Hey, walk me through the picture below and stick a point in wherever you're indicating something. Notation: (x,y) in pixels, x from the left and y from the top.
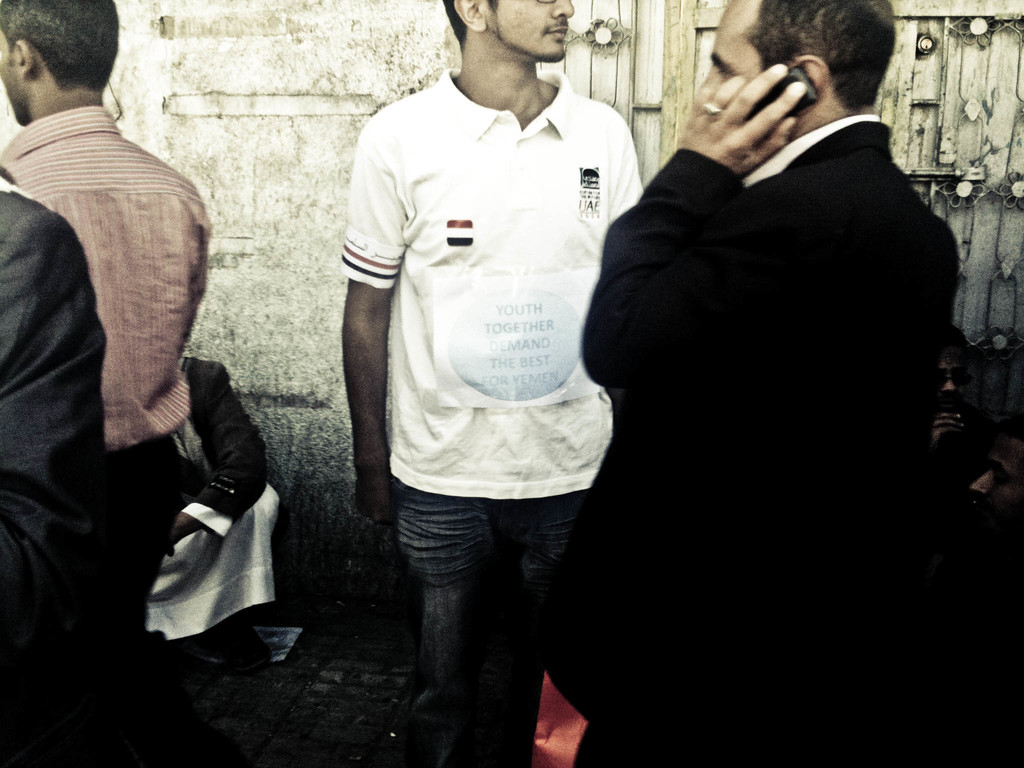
On the right side of this image (801,251) there is a man (700,308) wearing suit (695,448), standing facing towards the left side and holding a mobile (775,90) in the hand (790,94). In the middle of the image (486,386) there is a man (498,254) wearing a white color t-shirt (455,151), standing and looking at the right side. On the left side (83,279) two men (60,452) are standing, behind one person (210,486) is sitting on the floor (208,696). In the background (265,207) there is a wall (261,188) and also there is a wooden plank (982,106).
